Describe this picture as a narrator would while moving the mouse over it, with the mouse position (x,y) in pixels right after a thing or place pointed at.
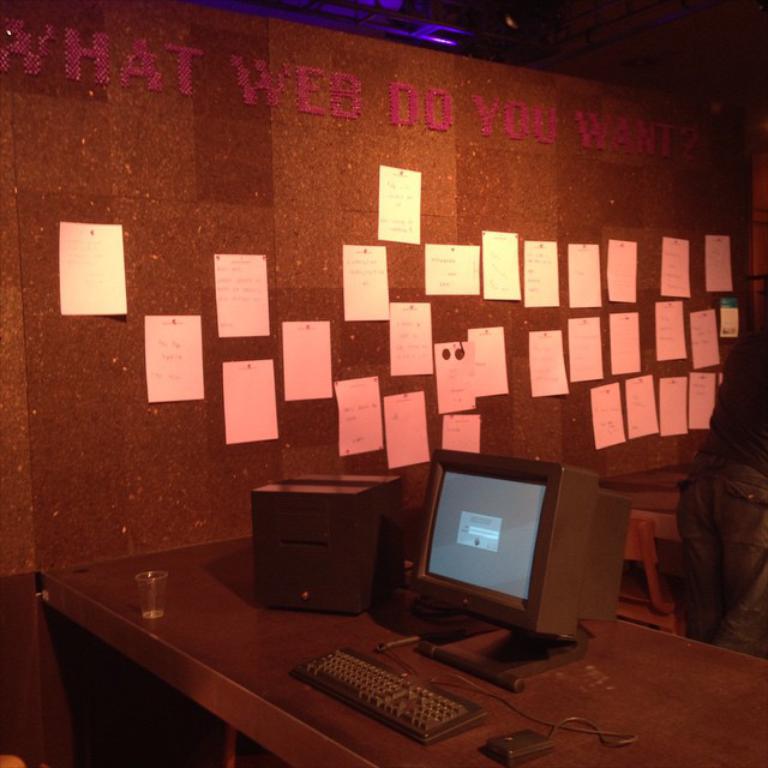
In this image I can see a desk (268,671) and on the desk (258,660) I can see a keyboard (388,707), a mouse (492,751), a monitor (543,660), a glass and a black colored object (286,563). In the background (254,188) I can see the wall (184,154), few papers (104,298) attached to the wall (559,260), a chair (639,513) and a person (683,534) standing.
